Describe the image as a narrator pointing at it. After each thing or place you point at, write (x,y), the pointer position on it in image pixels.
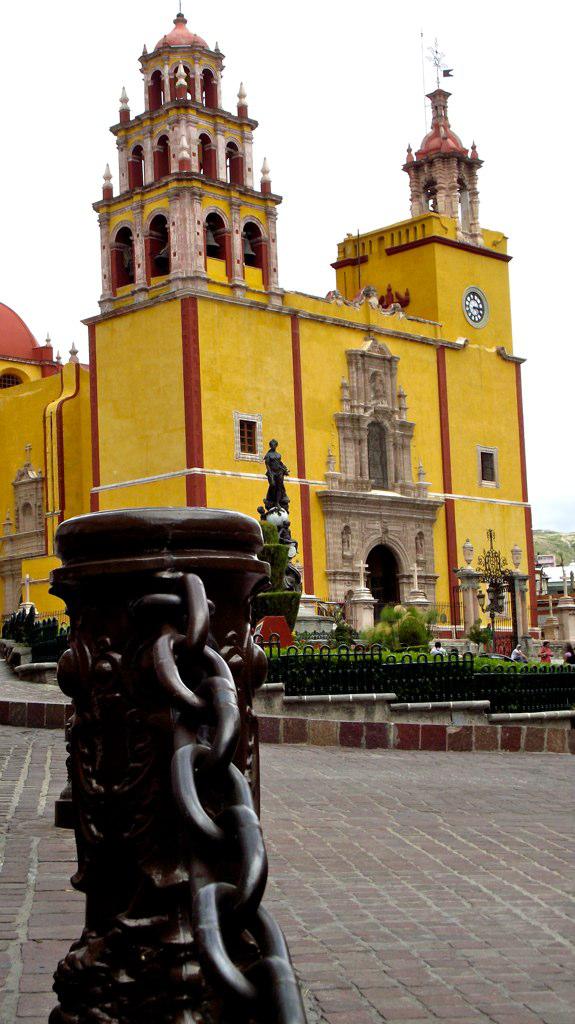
In this image there is a pole (82,806) having a metal chain (172,680) attached to it. Beside the road (365,757) there is a fence (420,690). Behind it there are few plants (421,629) and street lights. There is a statue (288,515). Behind there is a building (285,413) having a clock (472,308) attached to the wall (439,468). Right side (545,649) there are few persons (567,666) standing behind the plants (480,666).
